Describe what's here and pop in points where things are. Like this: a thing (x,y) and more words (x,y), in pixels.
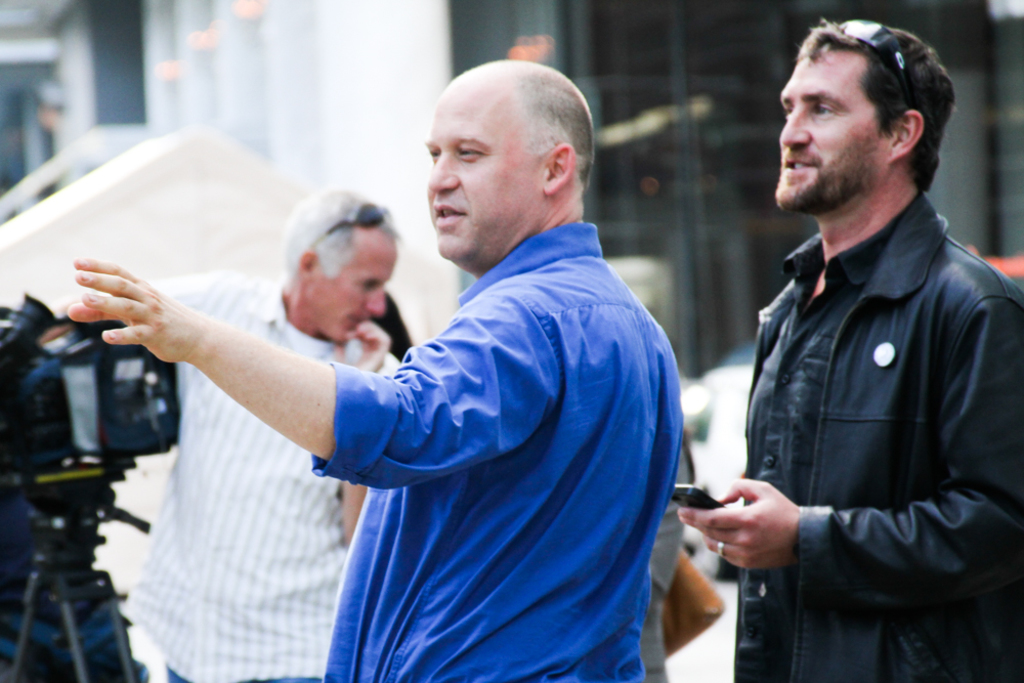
There are people (304,381) standing and this man (780,440) holding a mobile (715,498) and we can see camera (80,419) with tripod (55,536). In the background (254,50) it is blur.
